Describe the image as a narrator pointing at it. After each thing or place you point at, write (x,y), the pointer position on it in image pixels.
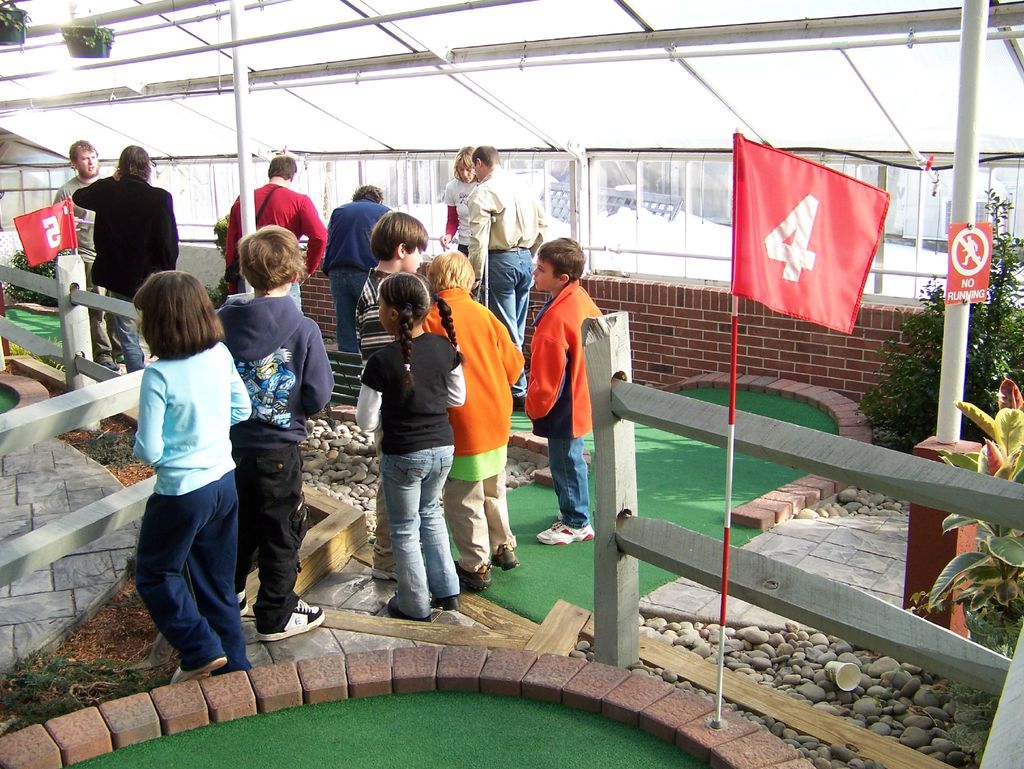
In this image we can see people (406,398). There are rods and flags (761,263). We can see plants (25,27). At the bottom (299,661) there are bricks (401,688) and stones (783,639). There is a fence (89,374). In the background (664,307) there is a wall (618,287). On the right (972,299) we can see a sign board (972,299).
